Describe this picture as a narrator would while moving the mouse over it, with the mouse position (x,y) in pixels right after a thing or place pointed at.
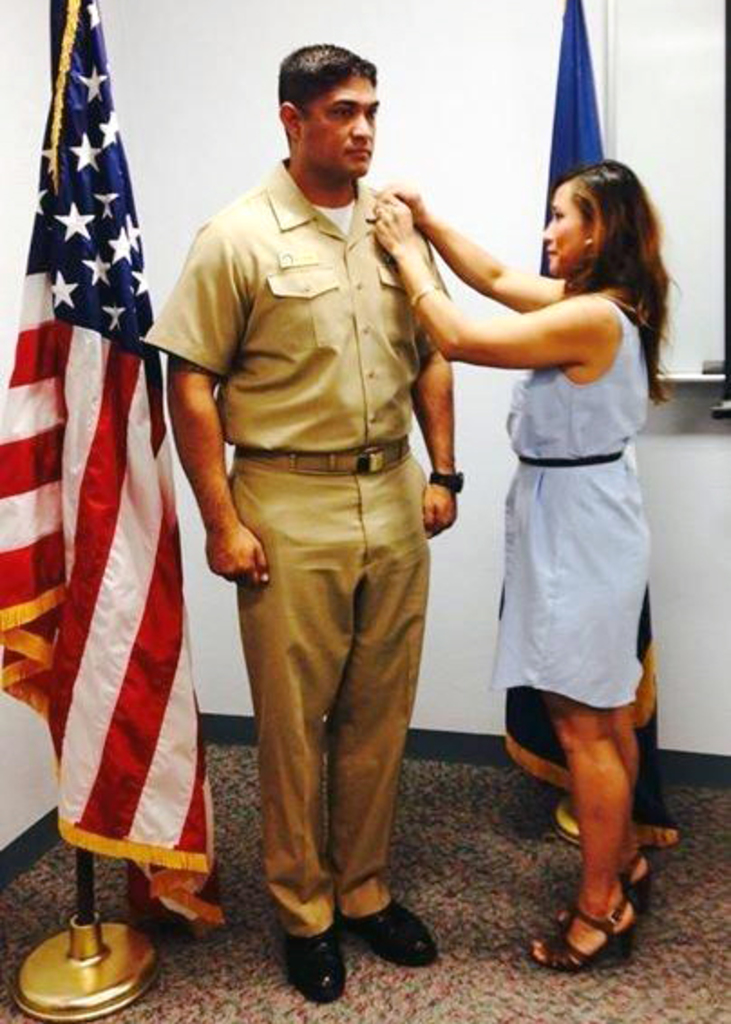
In this image there are group of persons (405,575) standing. On the left side (129,631) there is a flag (112,617) and on the right side (579,105) there is a cloth (586,141) which is blue in colour. In the background (142,86) there is a wall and there is an object (714,407) which is black in colour on the right side (730,367). On the wall (594,48) there is a board (648,84) which is white in colour.
